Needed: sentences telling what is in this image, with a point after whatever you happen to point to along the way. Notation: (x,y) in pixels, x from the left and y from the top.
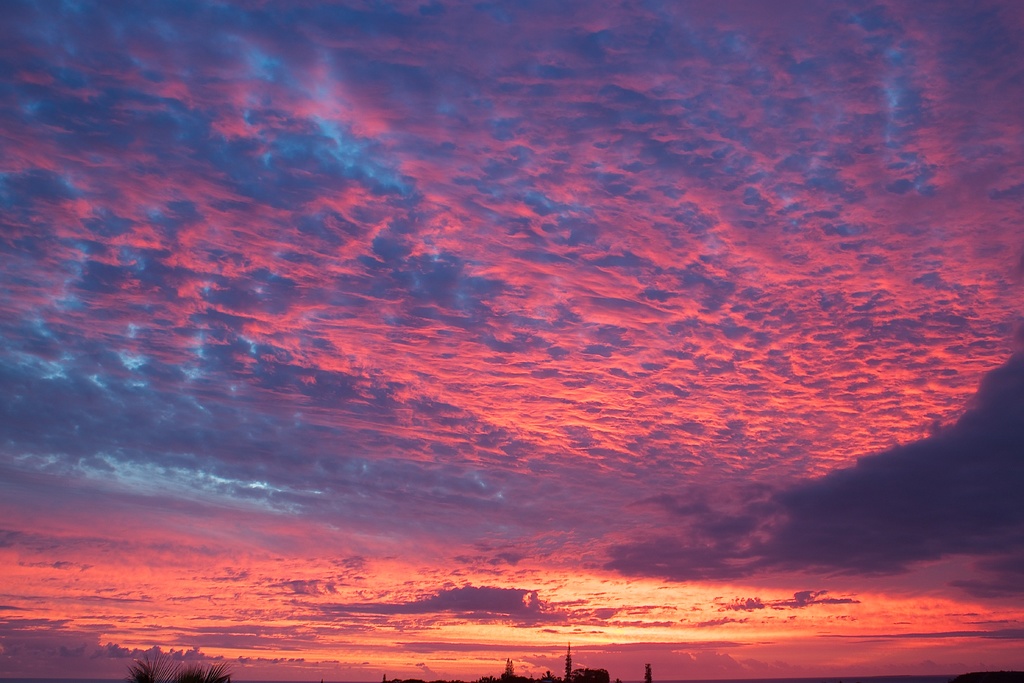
In this picture we can see there are trees (155,682) and the cloudy sky (675,496).
